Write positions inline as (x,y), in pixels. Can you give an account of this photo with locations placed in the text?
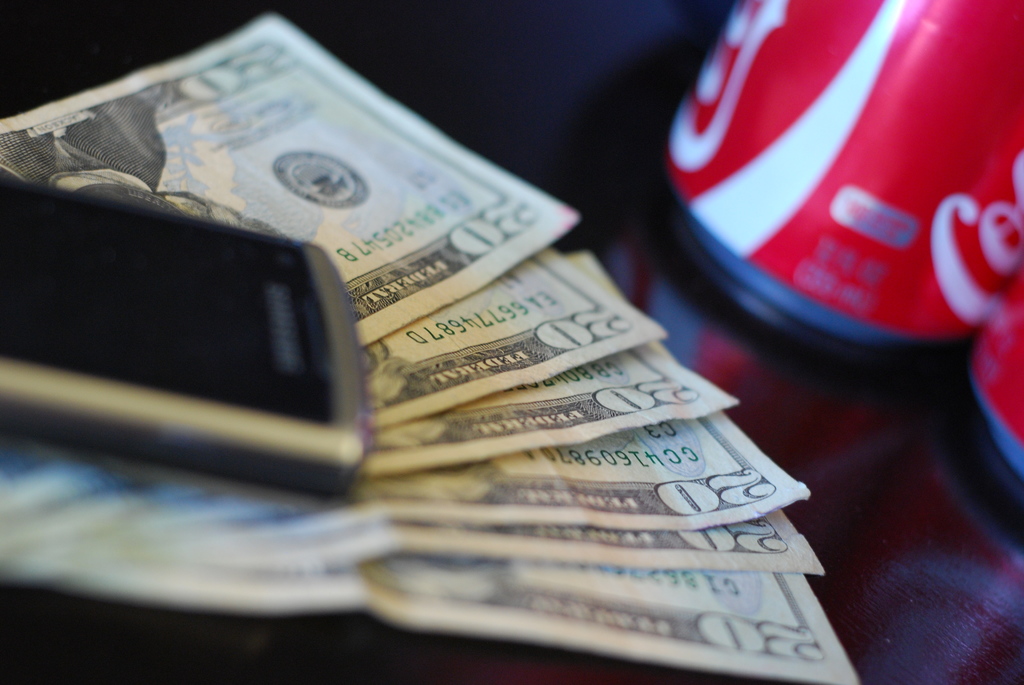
In this picture there are few currency notes (544,386) placed under a mobile phone (279,351) and there are two tins (907,312) in the right corner (987,206).
